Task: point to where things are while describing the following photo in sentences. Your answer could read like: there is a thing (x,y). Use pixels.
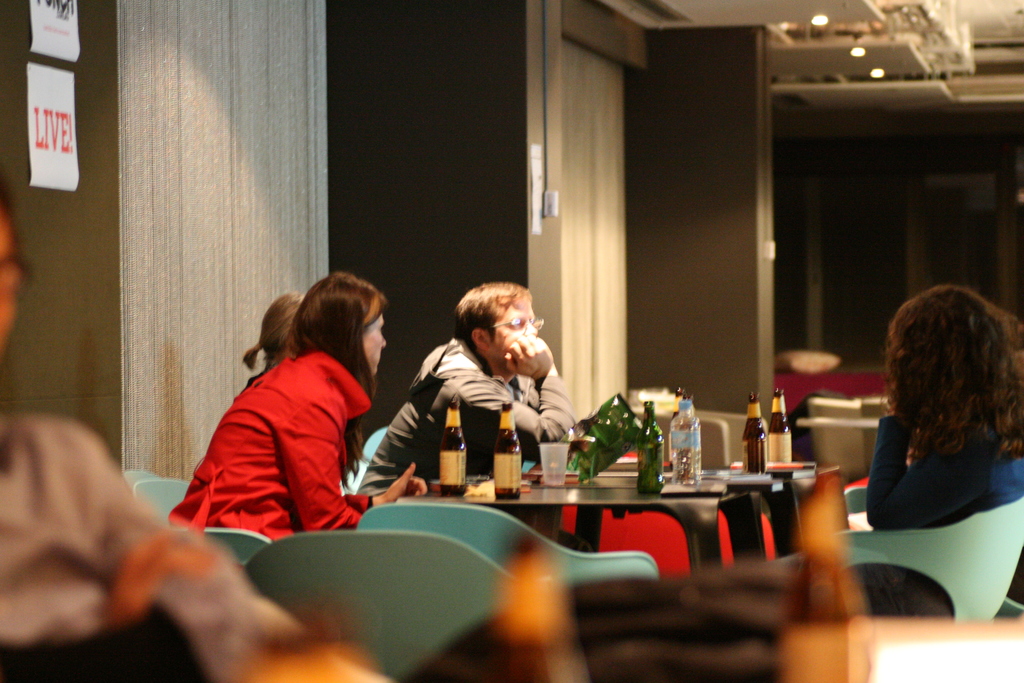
There is a man (423,412) and a woman (325,463) sitting in front of a table (547,490) on which some bottles (638,464) were placed on it. And there are some people (948,408) sitting around the tables (618,497). In the background (647,237) there is a wall (550,194) here.
